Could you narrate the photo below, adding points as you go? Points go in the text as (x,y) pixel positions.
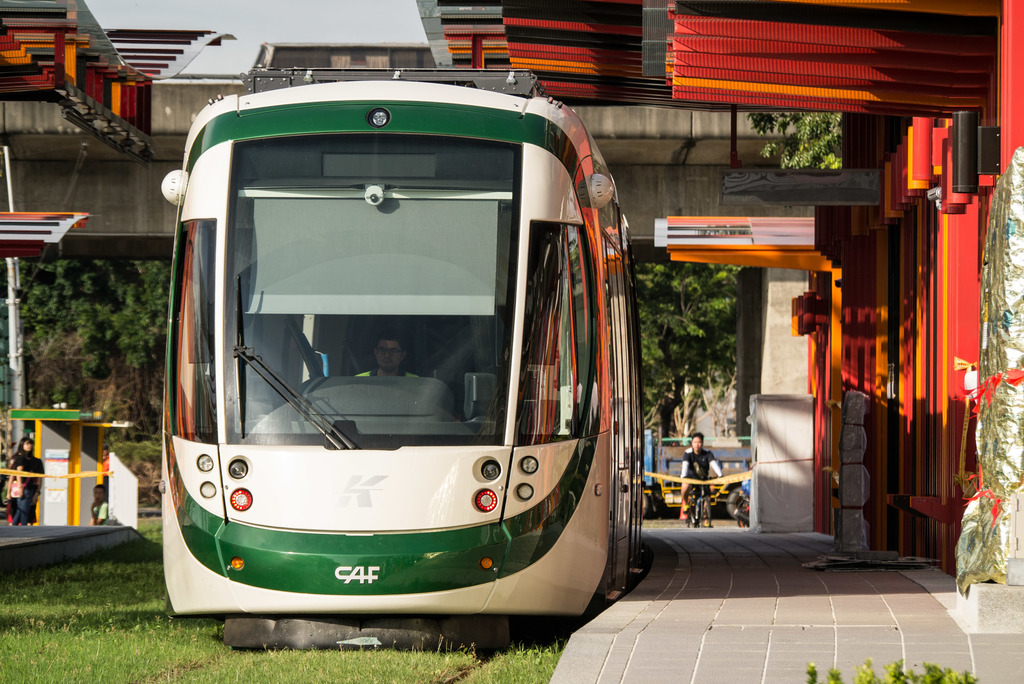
In the middle of the picture (450,416), we see a metro train (413,440) in white and green color is moving on the tracks (398,674). We see a man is riding the train (228,632). At the bottom (92,632), we see the grass (200,641) and the pavement (677,567). On the right side (936,111), we see a building (959,304) in red and yellow color. In the background (699,520), we see a man (714,478) is riding the bicycle (699,494). On the left side (102,492), we see the people (23,458) are standing. Beside them, it looks like a phone booth (47,426). There are trees (70,326) and a pole (20,287) in the background (104,322). At the top (650,87), we see the roof (638,79).
